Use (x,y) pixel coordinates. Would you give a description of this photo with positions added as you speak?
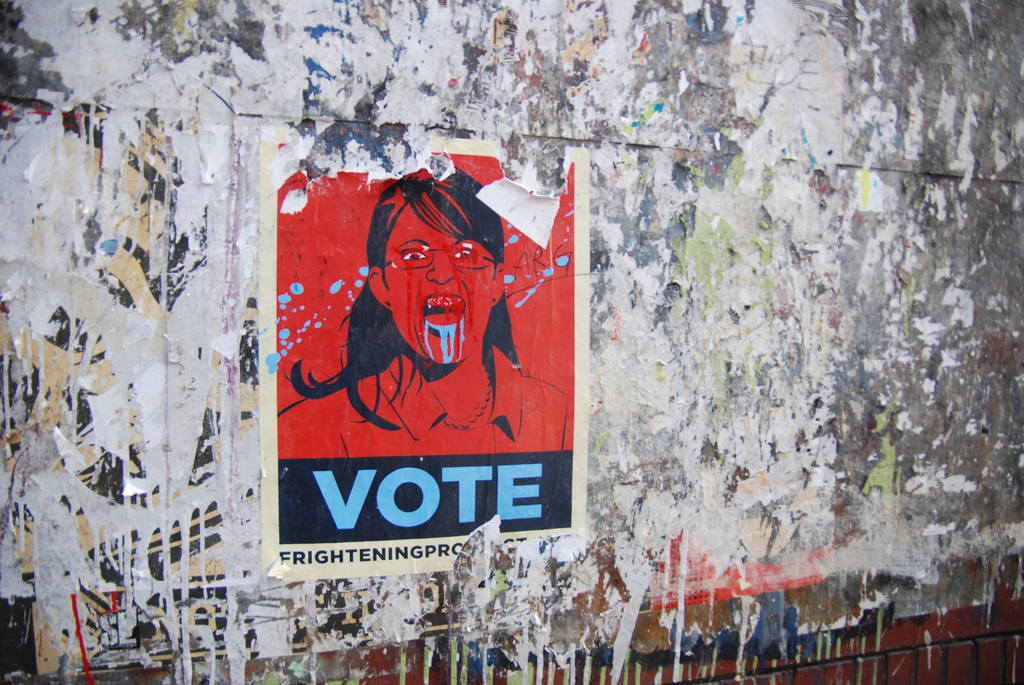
In this picture, there is a poster (263,174) on the wall (645,447). On the poster (460,431) there is a sketch (484,366) and some text (424,556).
